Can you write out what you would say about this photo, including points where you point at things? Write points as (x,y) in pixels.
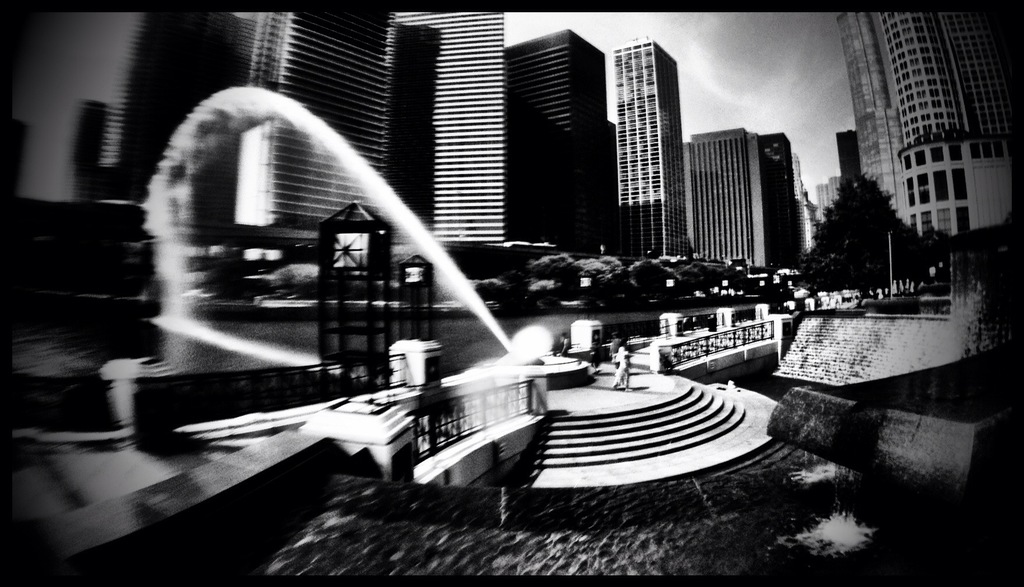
In this image, in the middle (585,375) there are trees (607,279), buildings (242,163), fountain (256,352), water (196,360), people (620,352), staircase (730,407), bridge (732,348), sky (808,107) and clouds (717,99).
